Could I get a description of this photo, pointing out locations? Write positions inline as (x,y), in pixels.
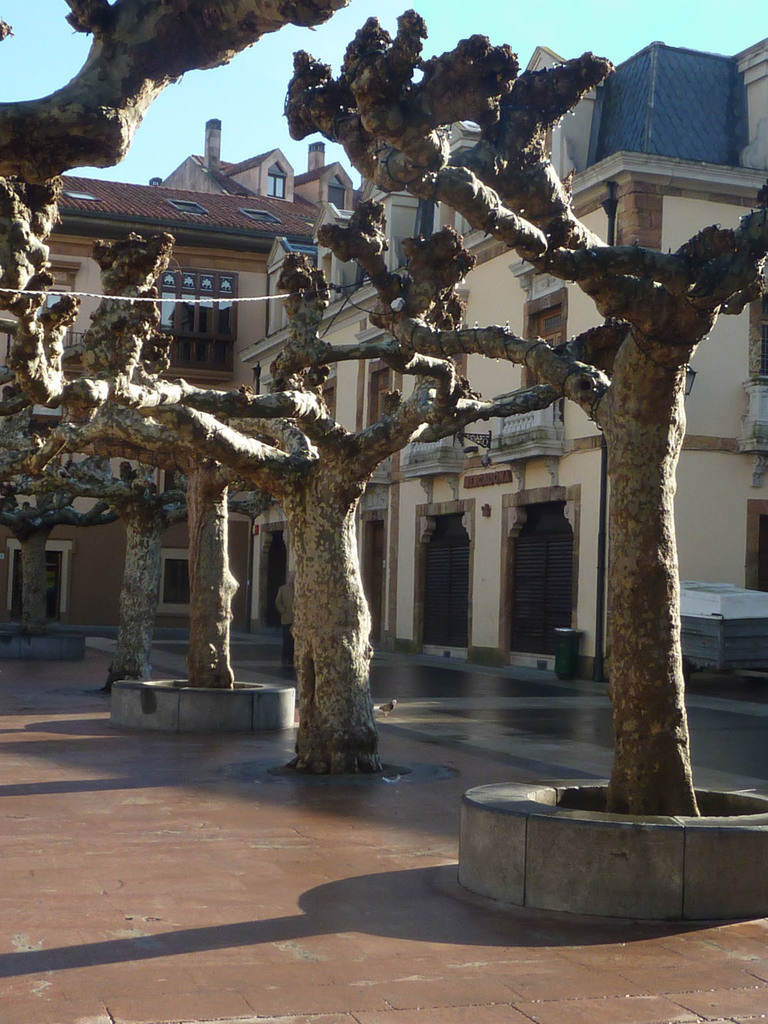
In this picture we can see trees (304,615) on the path (228,805) and behind the trees (207,545) there are buildings (211,270) and a sky (661,32).
